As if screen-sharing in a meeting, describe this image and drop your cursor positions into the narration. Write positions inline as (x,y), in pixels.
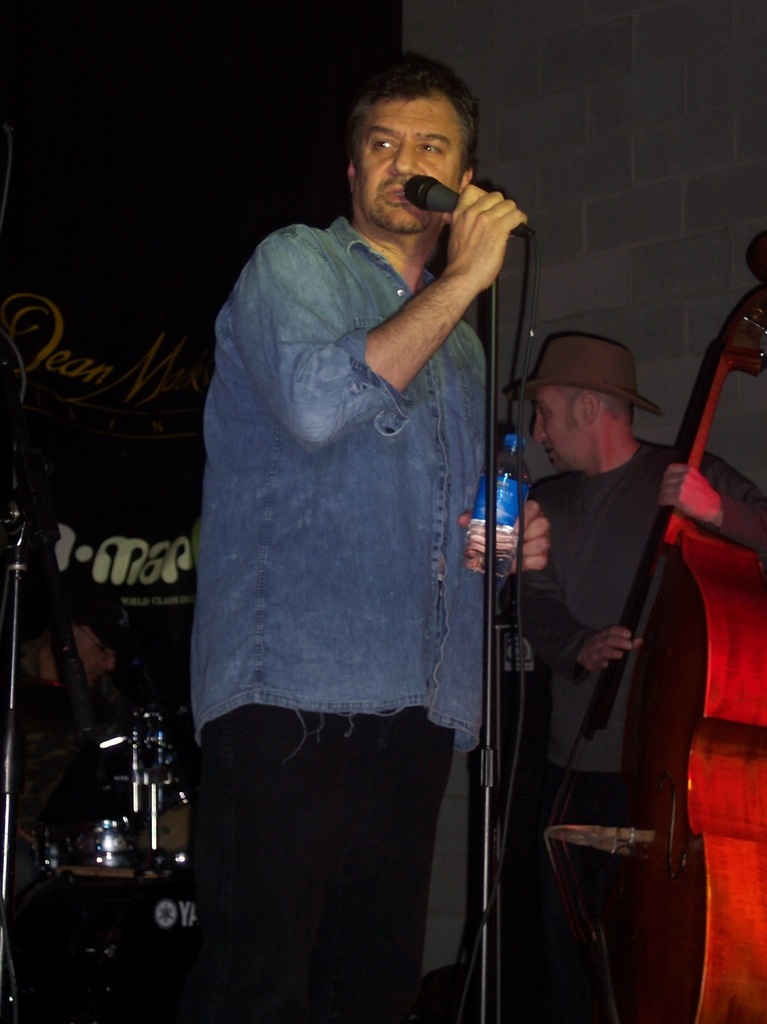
In the picture we can find a man (393,510) talking in the microphone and holding a bottle (511,492), just beside to him we can find another man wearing a hat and holding a musical instrument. In the background (711,305) we can find some musical instruments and a wall (673,272).
